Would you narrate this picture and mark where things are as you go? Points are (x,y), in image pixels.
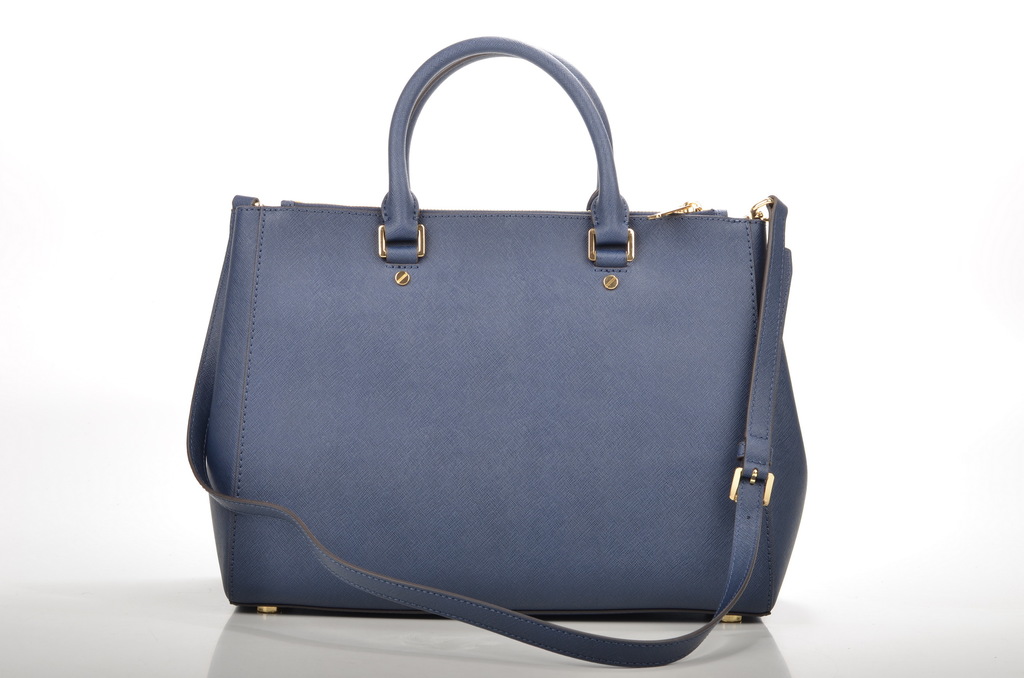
This blue color hand bag (443,482) is highlighted in this picture and kept on a white surface (304,643).
